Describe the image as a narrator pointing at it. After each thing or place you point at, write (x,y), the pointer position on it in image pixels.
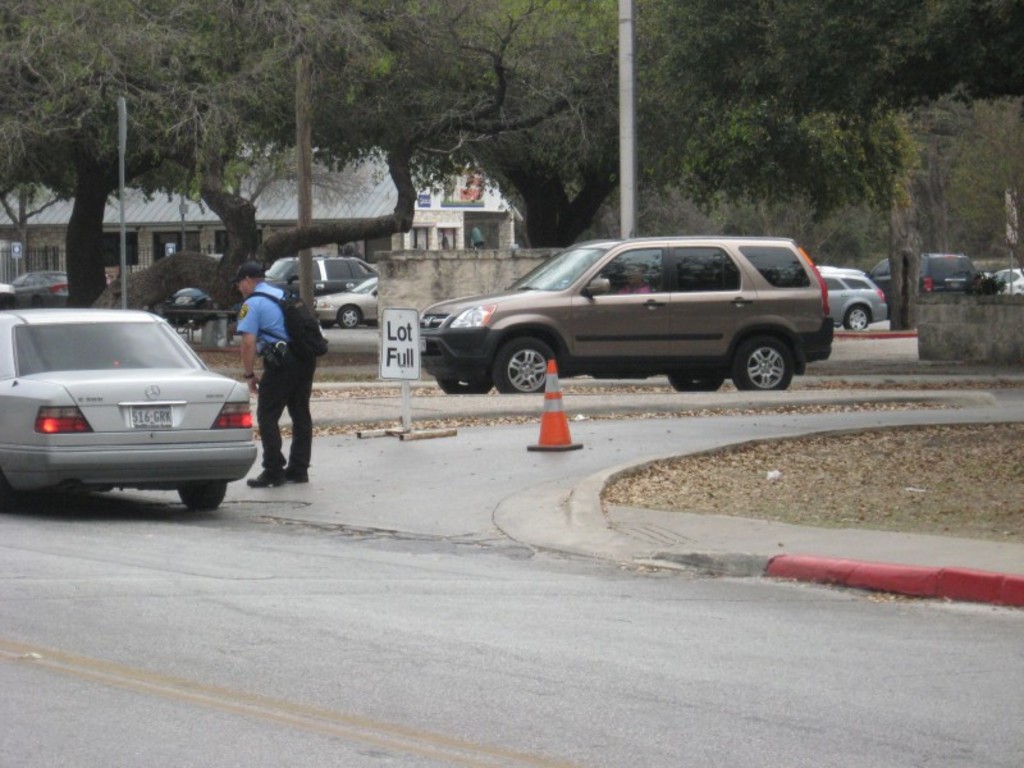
In the picture we can see a road (948,644) on it, we can see a car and a man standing beside it and in the background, we can also see another car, trees (975,196), buildings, poles (1010,232) and some cars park near it.
